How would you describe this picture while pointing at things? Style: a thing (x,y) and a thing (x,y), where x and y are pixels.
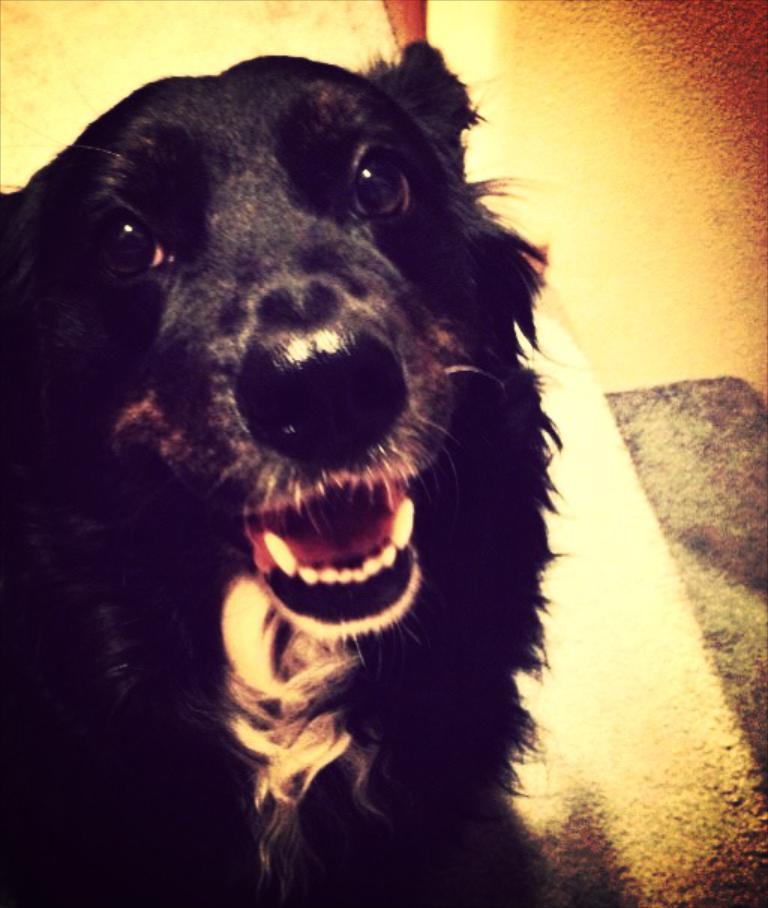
This is an edited image. There is a dog (430,629) in the middle (382,313). It is in black color.
